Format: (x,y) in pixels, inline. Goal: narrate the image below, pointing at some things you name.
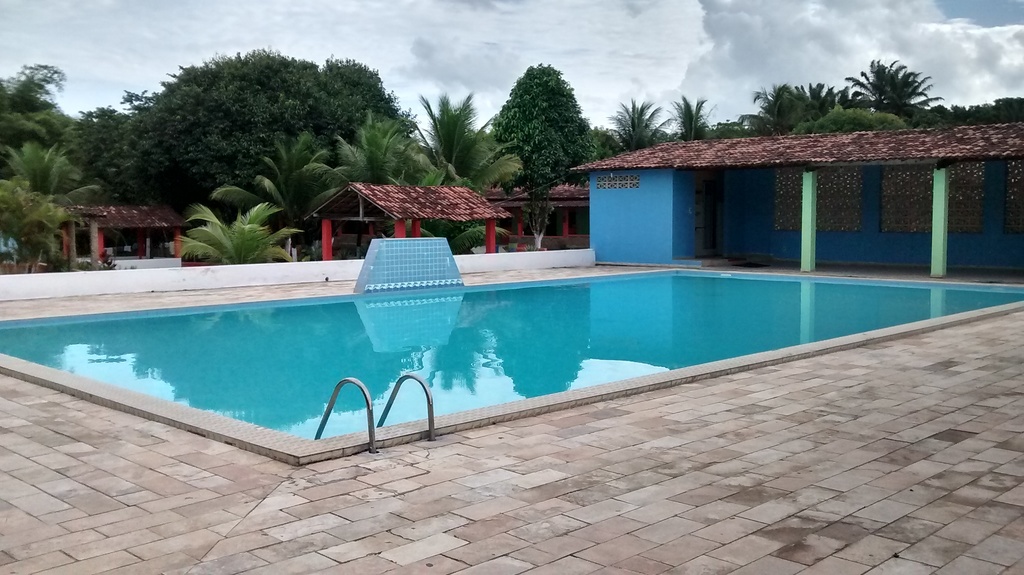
In this image there is a swimming pool (183,411), huts (129,212), trees (48,214), and in the background (765,21) there is sky (429,45).
